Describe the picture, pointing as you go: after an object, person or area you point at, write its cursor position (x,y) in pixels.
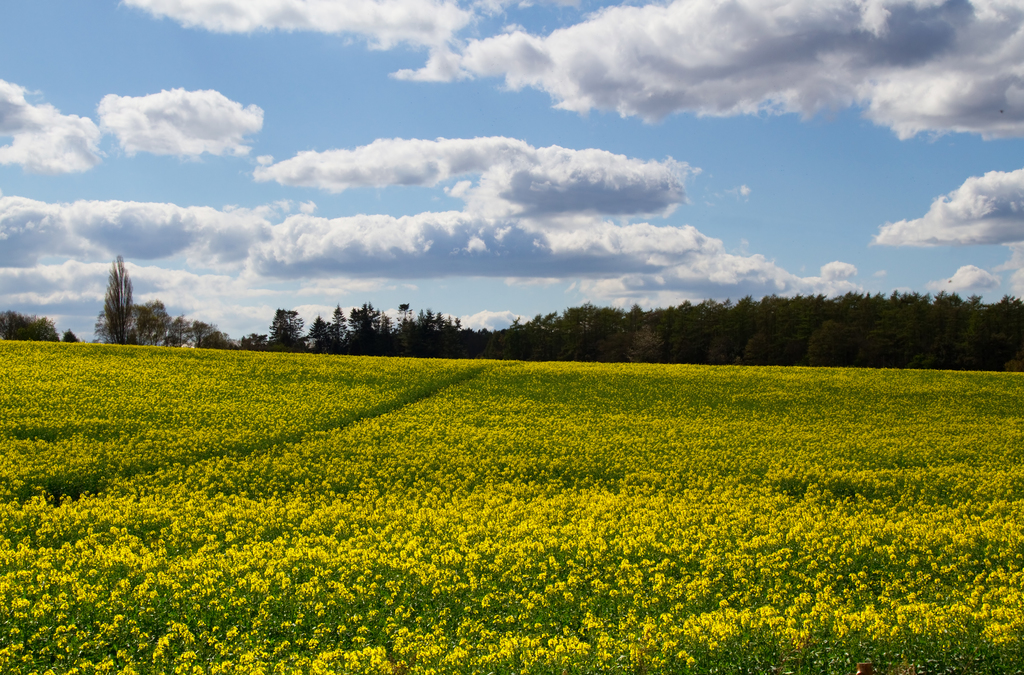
In this picture I can see many flowers (565,551) in the middle (470,444). In the background (134,285) there are trees (715,318), at the top (790,178) there is the sky (734,188).
